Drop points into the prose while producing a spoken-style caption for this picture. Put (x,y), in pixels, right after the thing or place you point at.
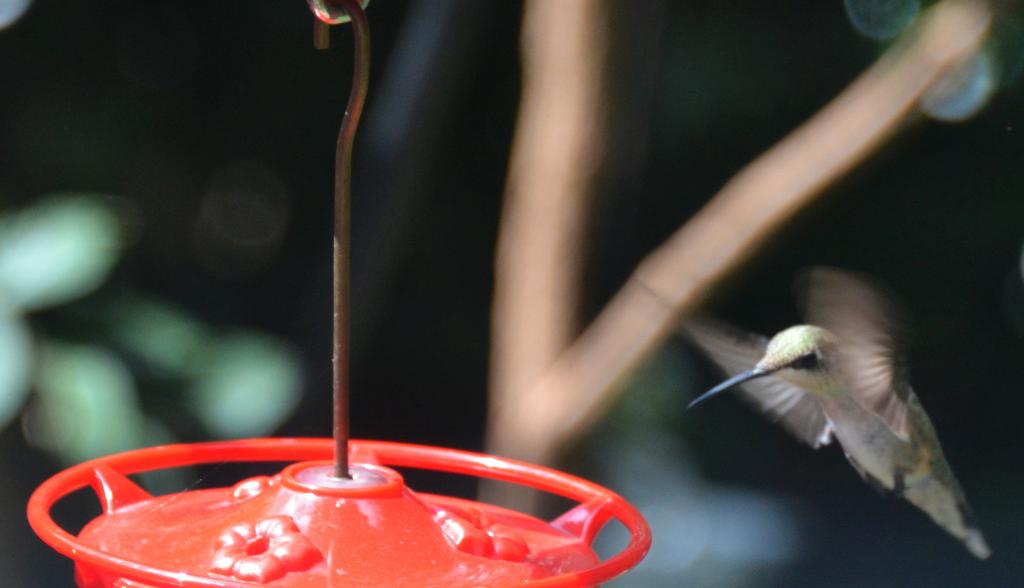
In this image, we can see a bird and a red colored object (323,473) hanging. We can also see the blurred background (379,422).
